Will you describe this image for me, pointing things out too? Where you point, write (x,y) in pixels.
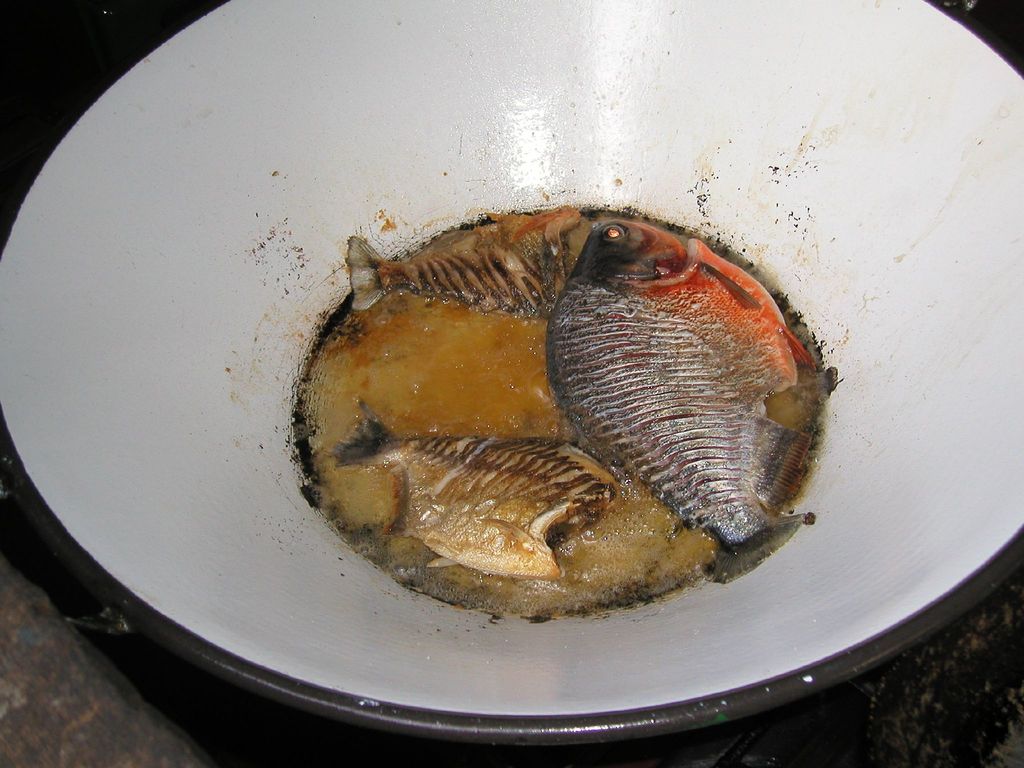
In this image we can see fishes (608,455) in a bowl (636,177) placed on a surface (41,611).
